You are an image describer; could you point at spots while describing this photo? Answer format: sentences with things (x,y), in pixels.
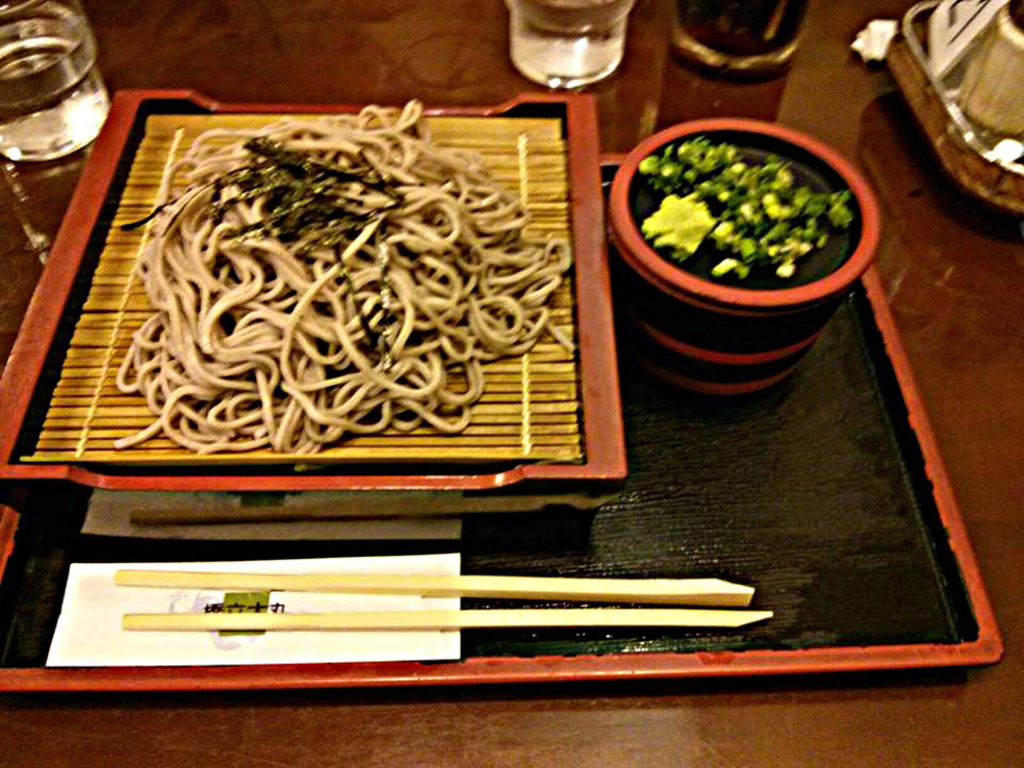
We can see noodles (391,306), chopsticks (432,621) and food (724,267) in a bowl (766,215), water glasses (557,11) on the table (941,714).
